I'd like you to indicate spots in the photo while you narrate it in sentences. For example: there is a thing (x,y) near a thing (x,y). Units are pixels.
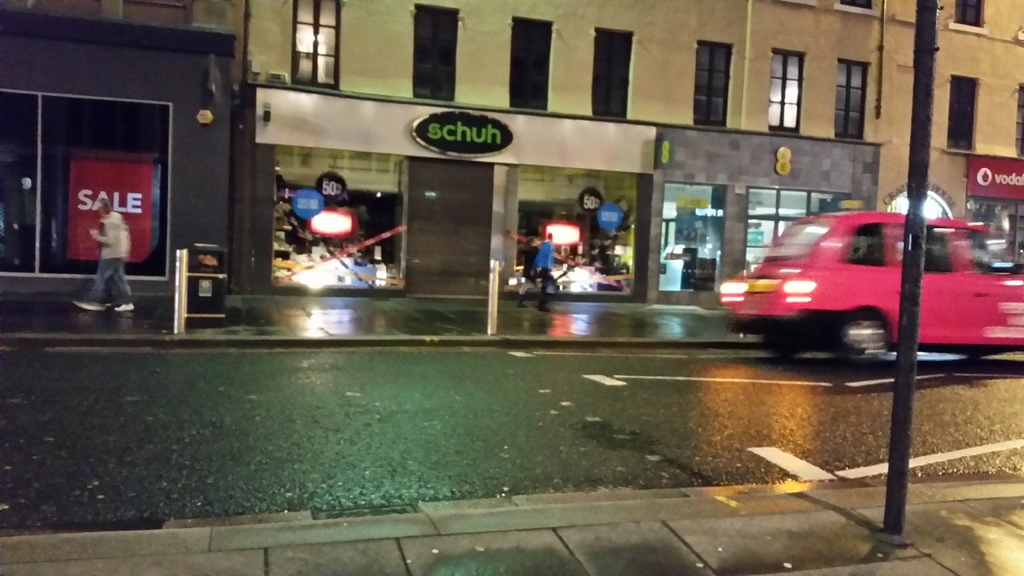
In this image I can see the pole (892,476) and there is a vehicle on the road (615,421). In the background (549,274) I can see the board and few people (523,296) in-front of the building (428,239). I can see the windows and boards (585,152) attached to the building (472,204).
